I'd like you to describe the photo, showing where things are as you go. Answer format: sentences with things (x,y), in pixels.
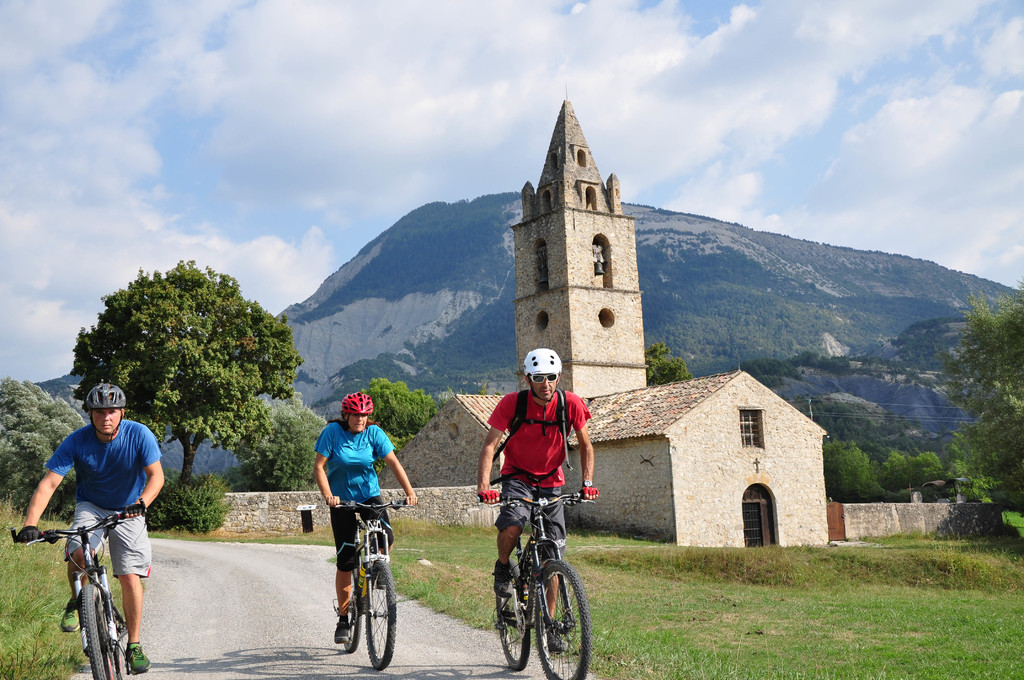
In this image we can see people (355,527) riding bicycles (371,574) on the road (215,552), buildings (522,245), trees (1005,401), electric poles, electric cables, hills (502,324) and sky (598,135) with clouds (27,274).
